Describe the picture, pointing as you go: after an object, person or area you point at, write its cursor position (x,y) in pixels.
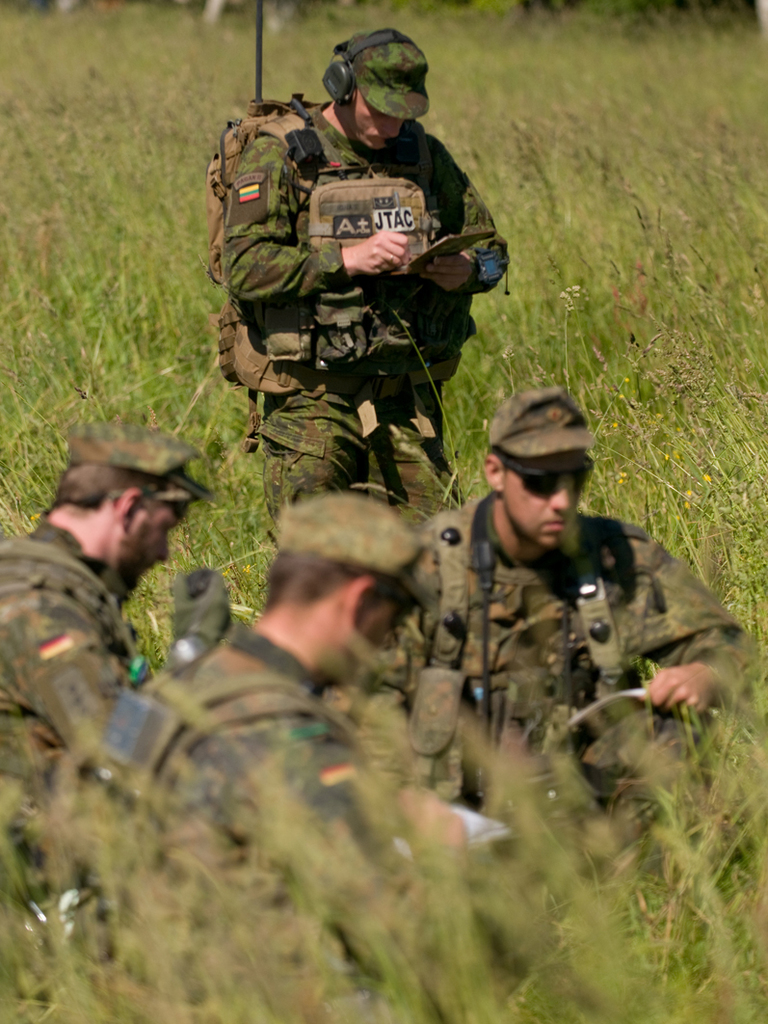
In this image in the foreground (122,679) there are three people (441,669) sitting, and they are wearing same uniforms (582,631). And there is one person (324,202) standing and he is wearing headset (350,47), and he is writing something and there is grass (196,305).
